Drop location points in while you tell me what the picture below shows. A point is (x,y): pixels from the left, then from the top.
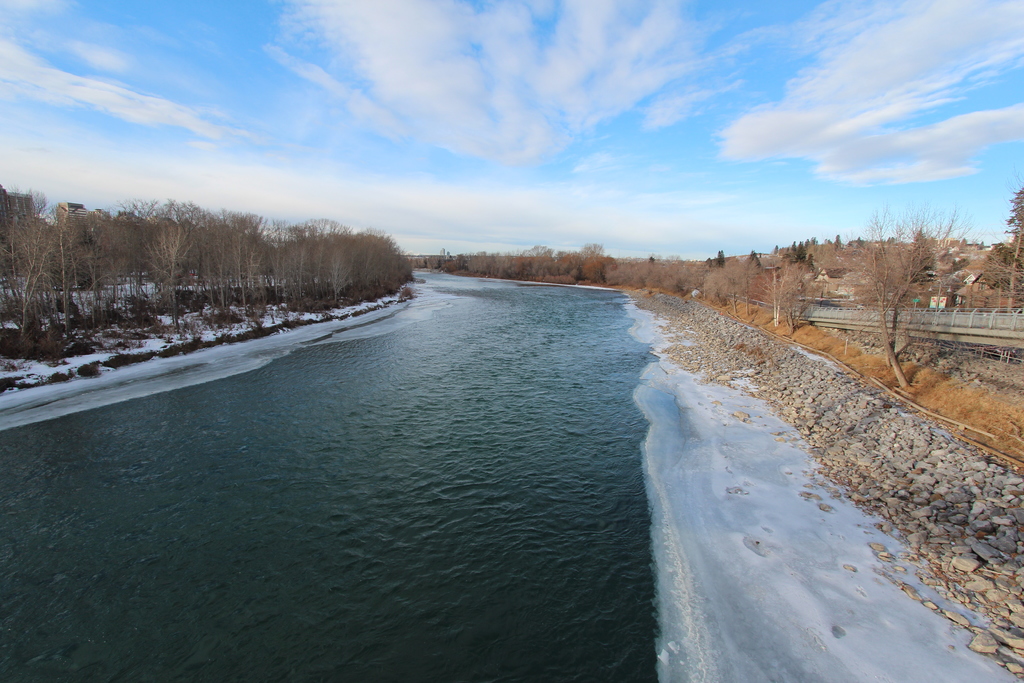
In this picture I can see the water (485,325) and number of stones (927,516) in the center (567,425) and I can see number of tree (144,277) on both the sides of this picture. In the background (19,167) I can see the sky (62,155).
